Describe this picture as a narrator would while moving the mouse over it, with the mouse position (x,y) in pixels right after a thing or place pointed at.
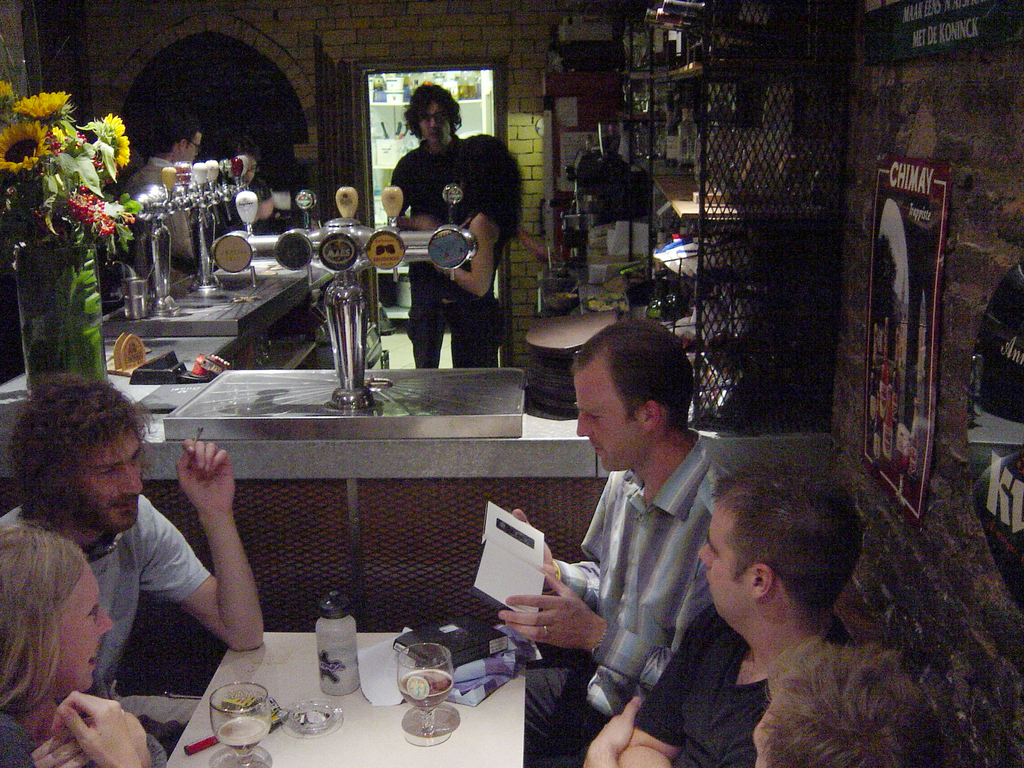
In this picture we can see five persons (627,570) are sitting on the chairs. This is table (405,736). On the table (400,742) there are glasses (431,704), and a bottle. Here we can see a man (455,116) who is standing on the floor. This is a flower vase (45,231). On the background (527,133) there is a wall (540,43) and this is frame (884,309).
